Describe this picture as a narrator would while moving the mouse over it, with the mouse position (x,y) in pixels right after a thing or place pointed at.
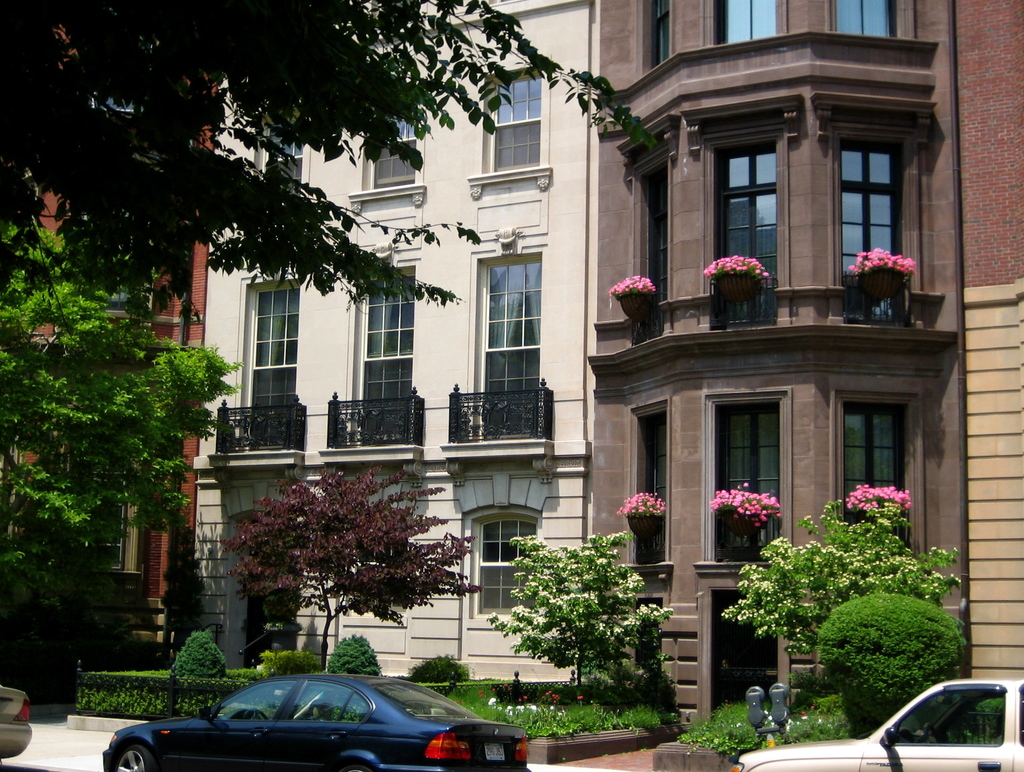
In this image in the front (968,705) there are vehicles (456,715). In the background (216,382) there are trees (86,422), plants (511,721) and flowers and there are buildings (303,289) and there's grass (645,719) on the ground (459,694).
